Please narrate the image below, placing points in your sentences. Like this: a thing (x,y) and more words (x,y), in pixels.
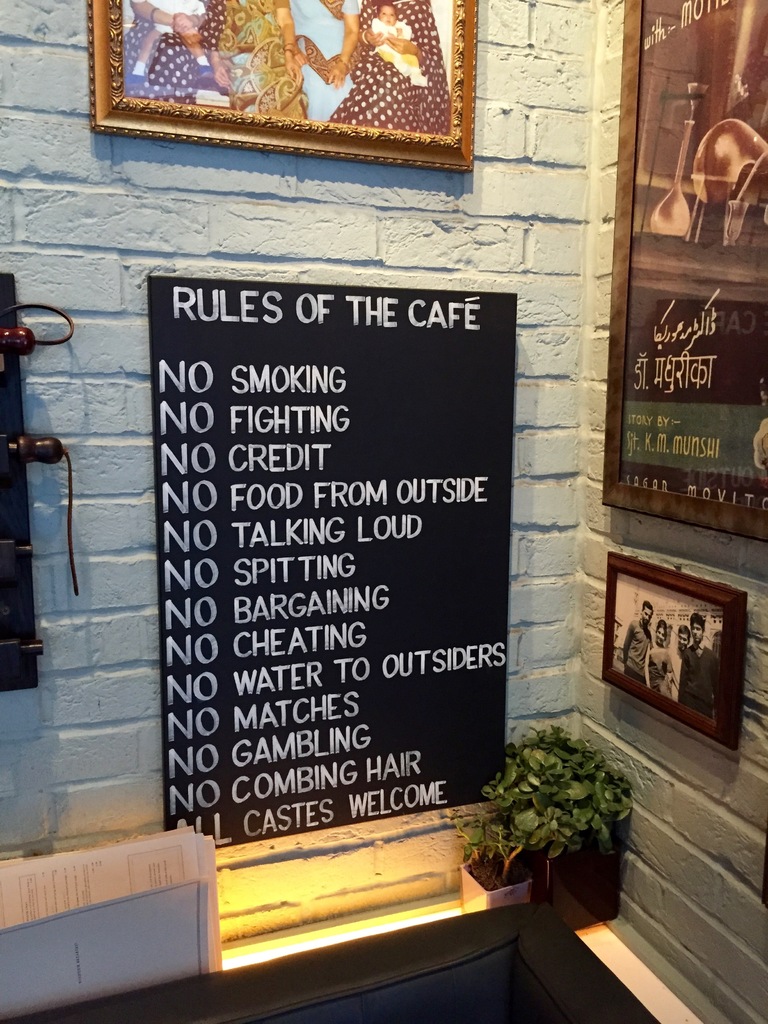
Here in this picture on the wall (183,272) we can see a board (297,398) with something written on it and we can also see some portraits (384,150) and photo frames (626,579) present and below that we can see a plant (523,742) present in a pot (524,889).
